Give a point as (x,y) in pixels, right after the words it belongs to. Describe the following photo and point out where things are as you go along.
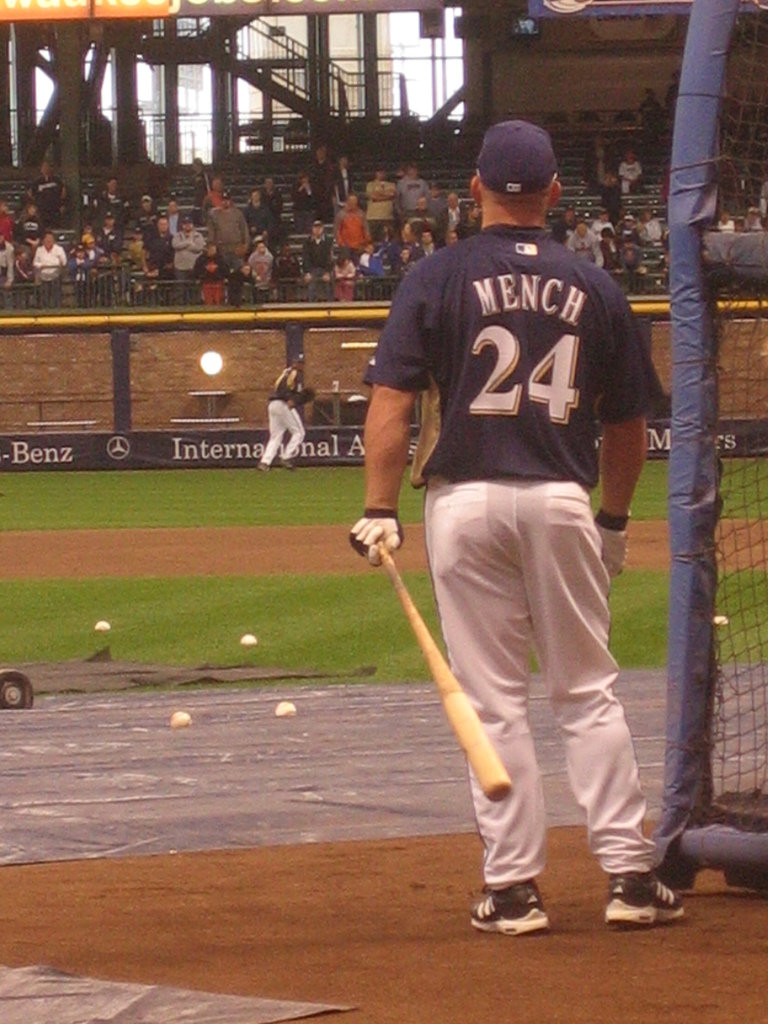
In this image we can see a player (520,568) standing on the ground (314,557) and holding the bat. We can also see the balls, net (673,575), wall (223,360), fence (155,283) and behind the fence (48,288) we can see the people (624,221), stands (440,186), railing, pillars (314,50). We can also see the carpet (44,771) on the ground (35,907).
